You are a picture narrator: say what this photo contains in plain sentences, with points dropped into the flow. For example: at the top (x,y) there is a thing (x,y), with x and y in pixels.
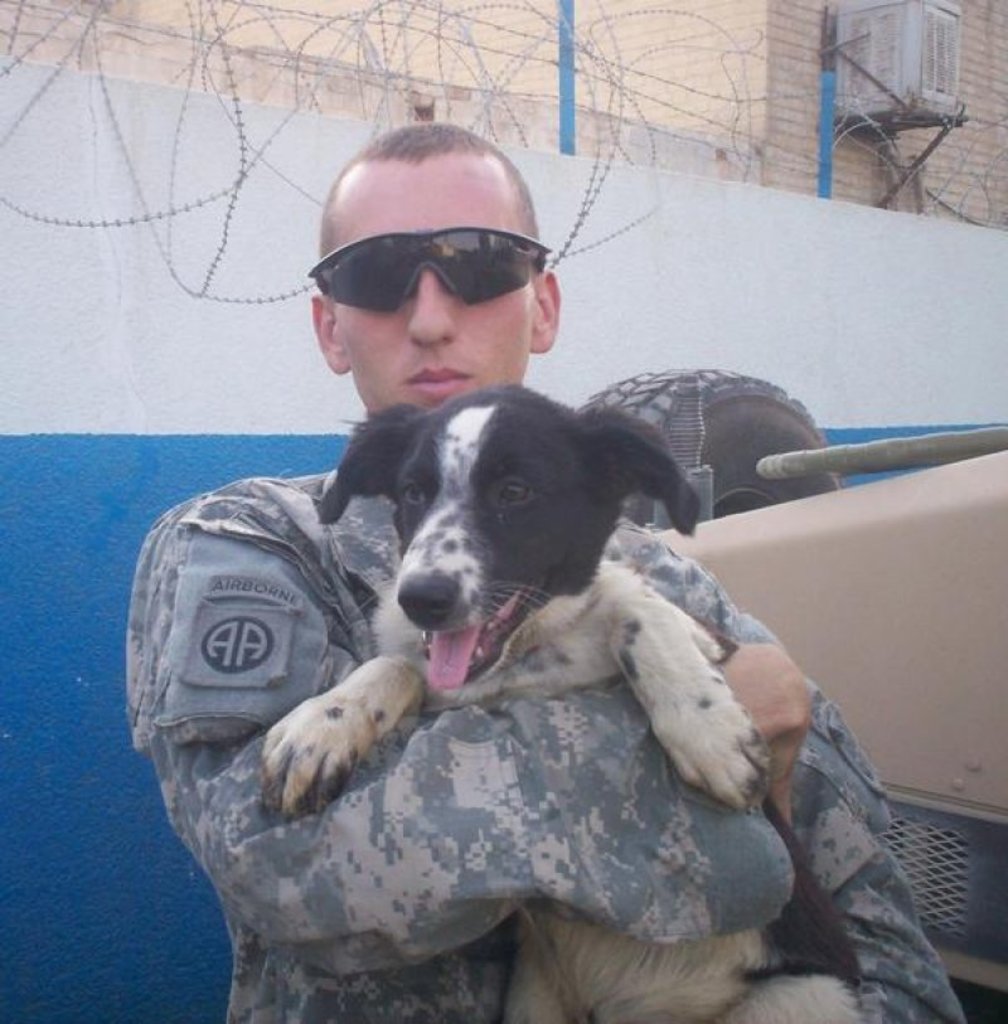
This is a picture consist of a man (215,563) wearing a gray color shirt (219,742) and wearing a spectacles (377,260) and holding a dog (500,605), back side of him there is a wall (134,160) with white and blue color and there is a fence (286,45) attached to the wall (113,145), right side (910,86) I can see an equipment (895,72) on the wall (805,107).
